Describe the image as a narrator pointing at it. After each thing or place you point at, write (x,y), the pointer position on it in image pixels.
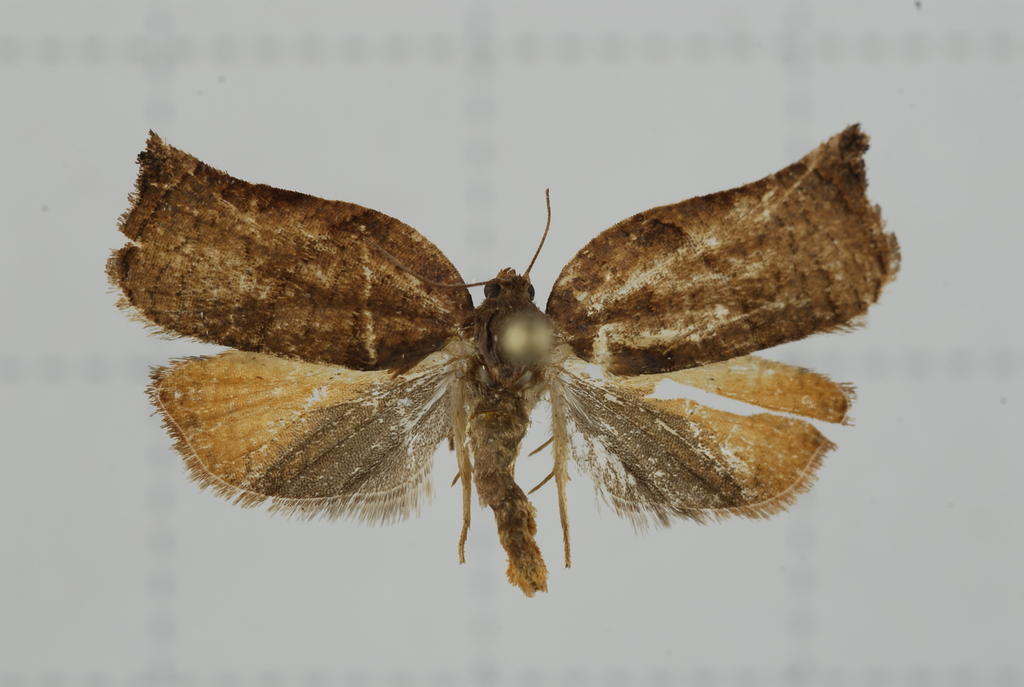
In this image, I can see an insect (464,354) with the wings (634,335). The background (560,153) looks white in color.
